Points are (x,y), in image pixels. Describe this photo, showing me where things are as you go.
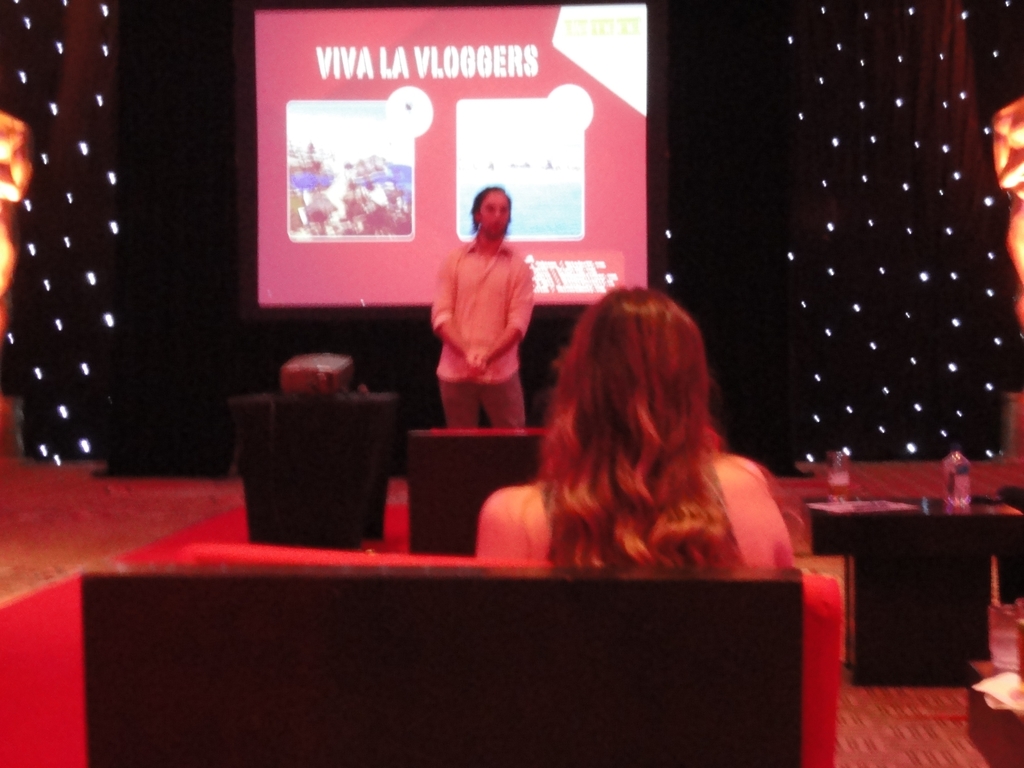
In this image I can see two people (516,317) where one is sitting and one is standing. I can also see a table (929,547) over here and on it I can see few bottles (951,492). In the background (474,237) I can see projector screen (341,236), few sculptures (1022,112) and I can see number of lights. I can also see something is written over here.
